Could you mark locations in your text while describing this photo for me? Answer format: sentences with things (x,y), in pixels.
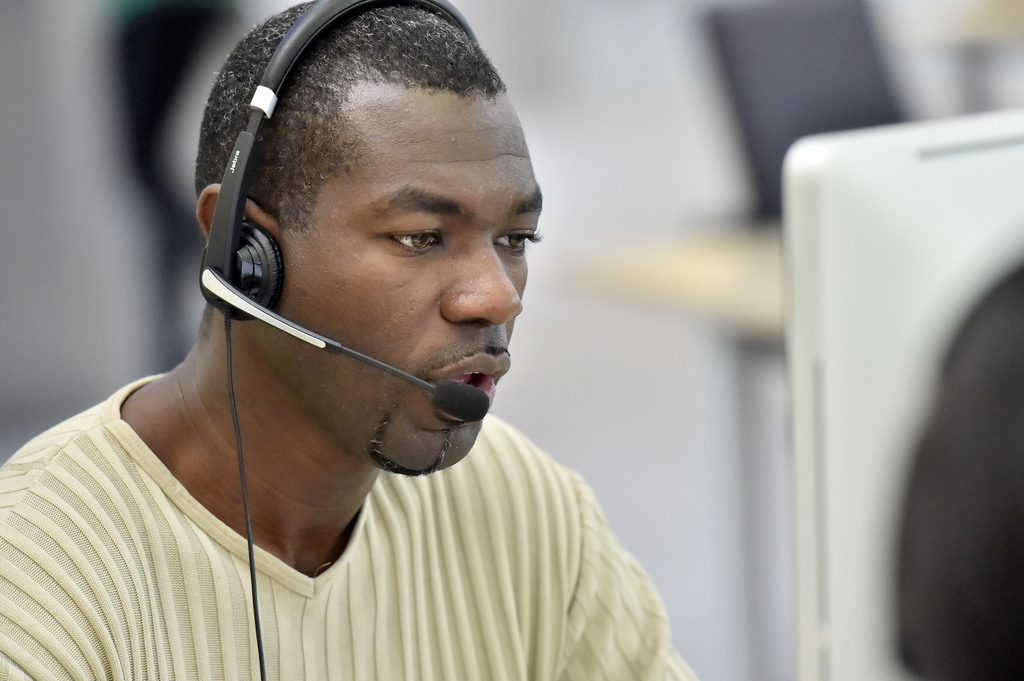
In this picture I can see a person (369,327) wearing the microphone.
